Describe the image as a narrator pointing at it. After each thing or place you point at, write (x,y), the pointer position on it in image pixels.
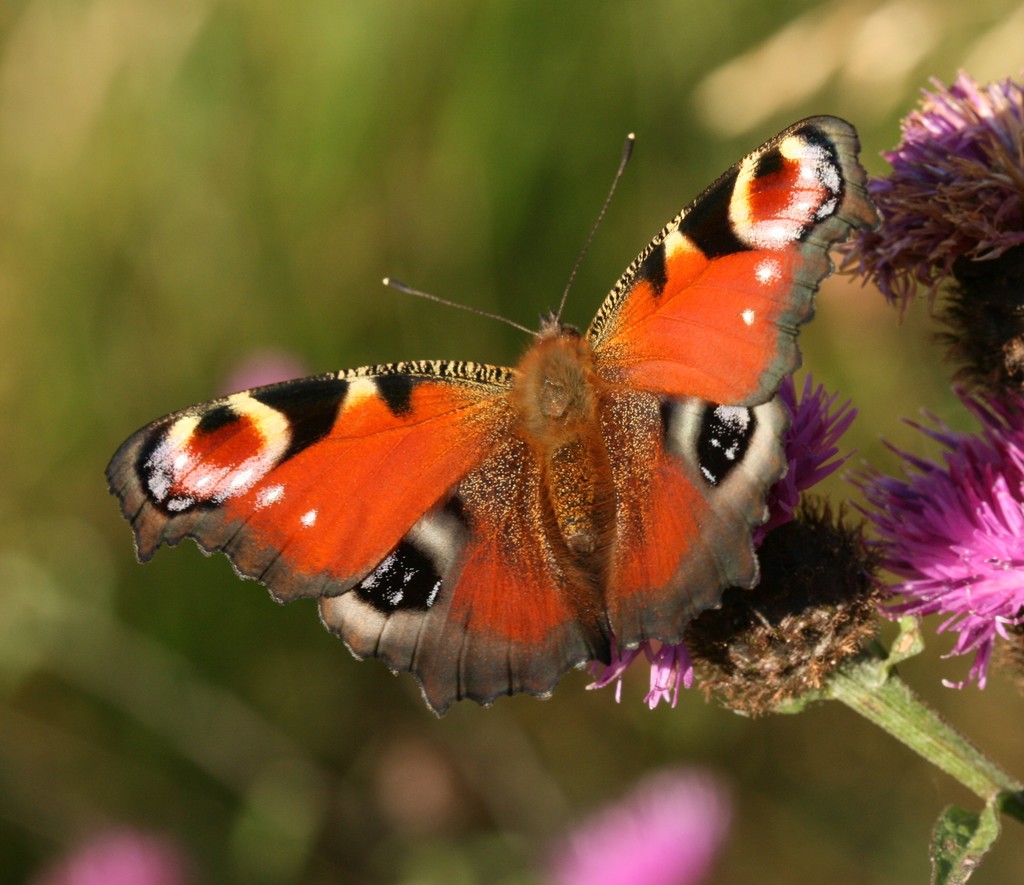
In this image I can see flowers (881,541) visible on the right side (1016,275), on which I can see butterfly (638,463) and background (413,233) is blurry.
